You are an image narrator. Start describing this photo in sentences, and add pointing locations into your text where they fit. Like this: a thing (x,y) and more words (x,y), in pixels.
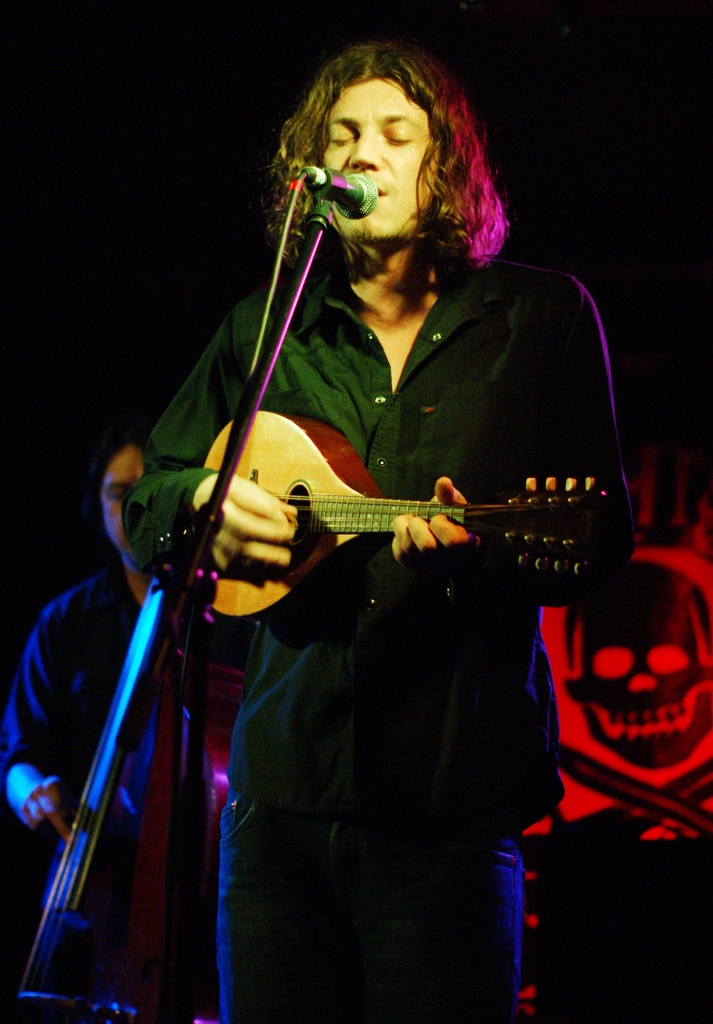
In this picture a guy (417,701) holding a mandolin (316,426) and singing through a mic (366,180) placed in front of him. In the background (99,954) we observe a guy (78,742) playing a musical instrument (68,986) and also a red color poster (660,577) shaped as a skull.
